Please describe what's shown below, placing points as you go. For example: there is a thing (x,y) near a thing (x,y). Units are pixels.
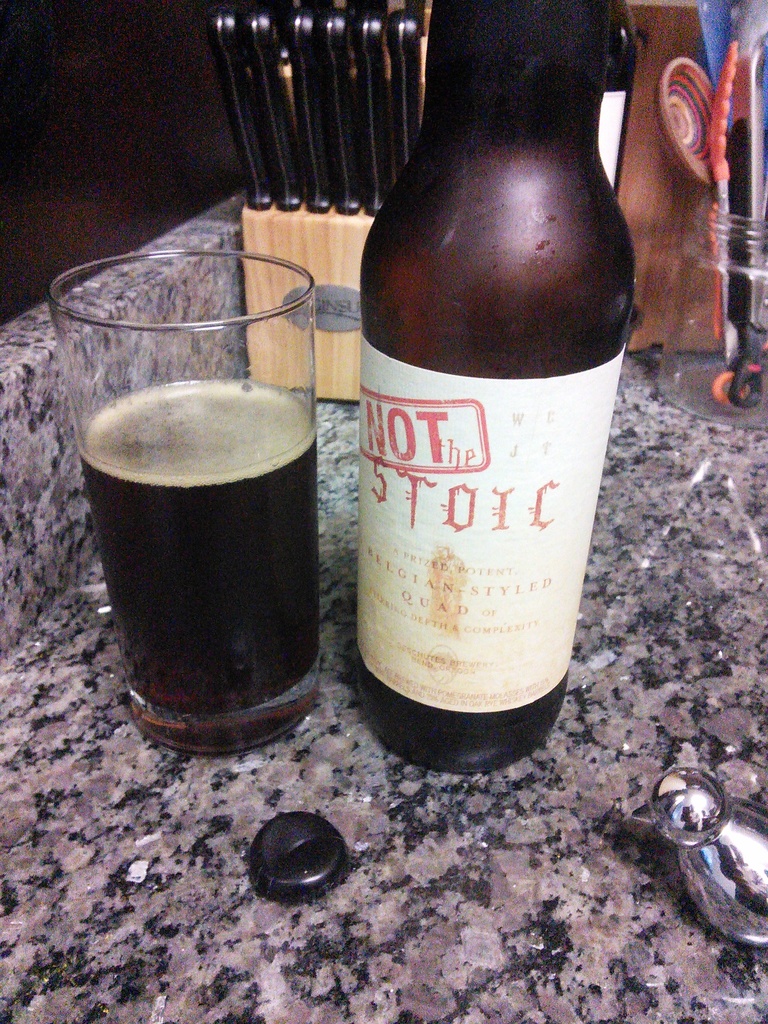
In this image we can see a bottle (543,513). We can see some drink (232,526) in the glass (263,537). There are few utensils (733,154) in the image. There are few objects (347,159) in the image.
